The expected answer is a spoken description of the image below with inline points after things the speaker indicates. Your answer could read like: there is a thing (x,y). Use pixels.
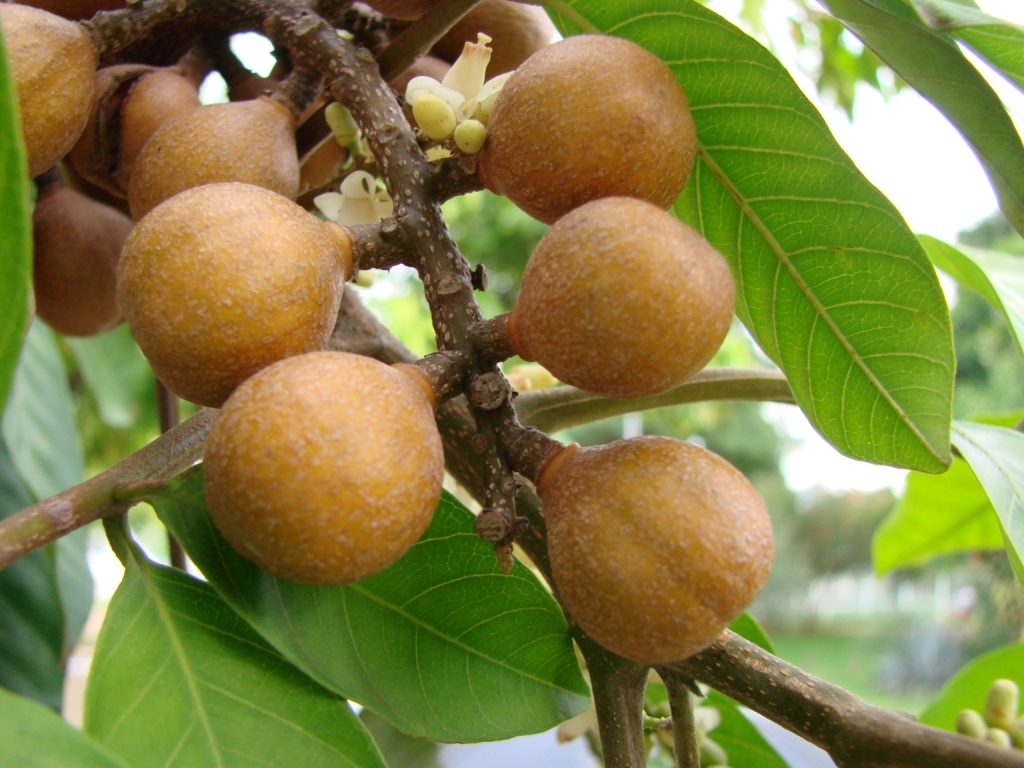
In this picture, there are fruits (697,363) to a tree (361,108). The fruits (645,298) are in brown in color.
